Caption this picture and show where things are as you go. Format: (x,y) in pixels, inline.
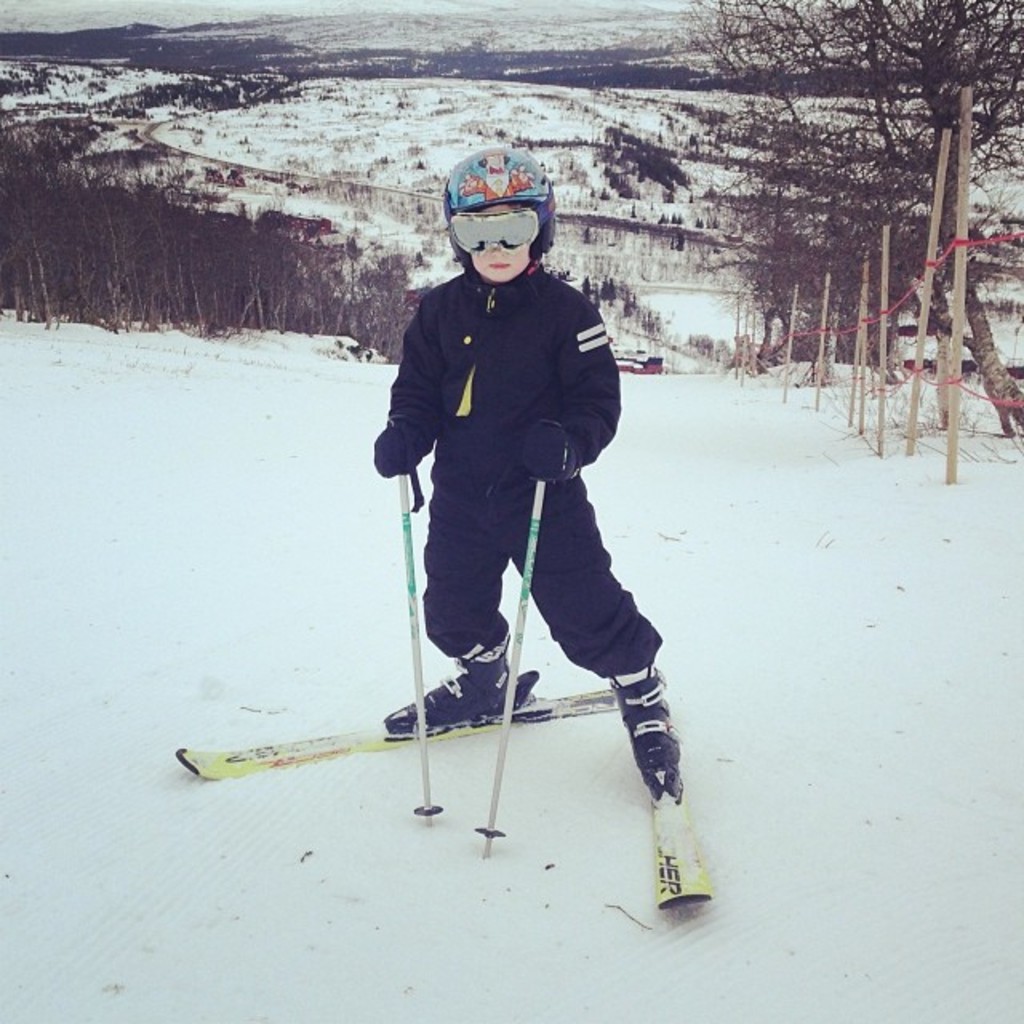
In this image we can see a person (565,368) who is standing on the skis (664,860) and doing skiing on the snow (303,910). Here this person (513,399) wear a jacket (574,357), goggles (519,223), and helmet (497,176). And on the right side of the picture (792,267) we can see some trees (860,243).
